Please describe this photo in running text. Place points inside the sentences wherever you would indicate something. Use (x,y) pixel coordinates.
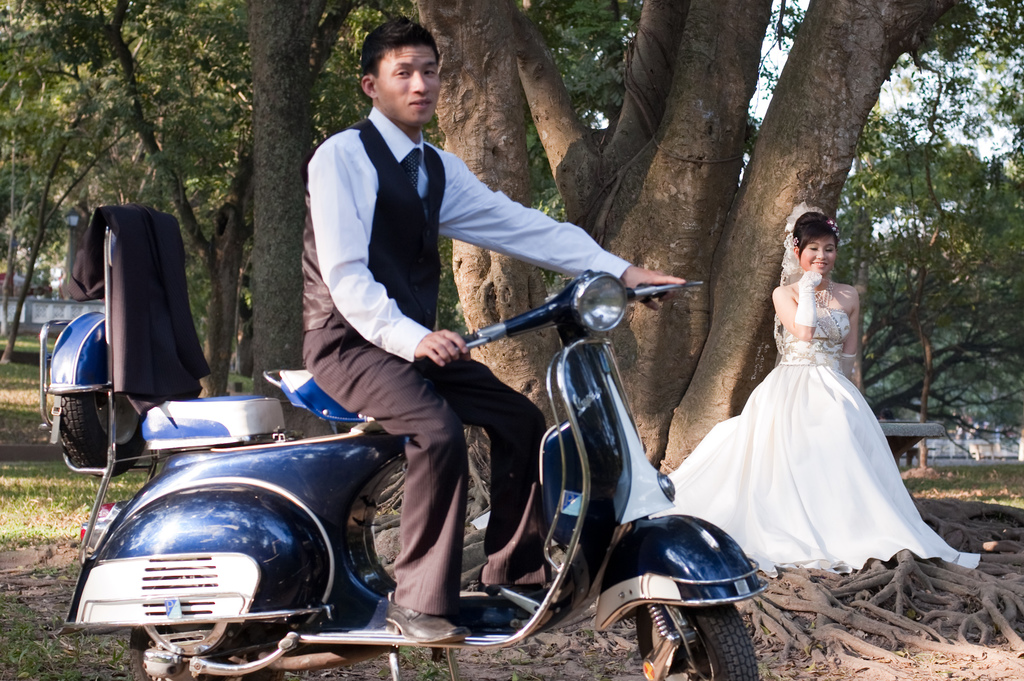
In this image, there is a person (375,196) wearing clothes (375,196) and sitting on the scooter (358,416). There is an another person (785,362) on the right of the image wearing clothes (799,359) and sitting in front of the tree (621,154).
